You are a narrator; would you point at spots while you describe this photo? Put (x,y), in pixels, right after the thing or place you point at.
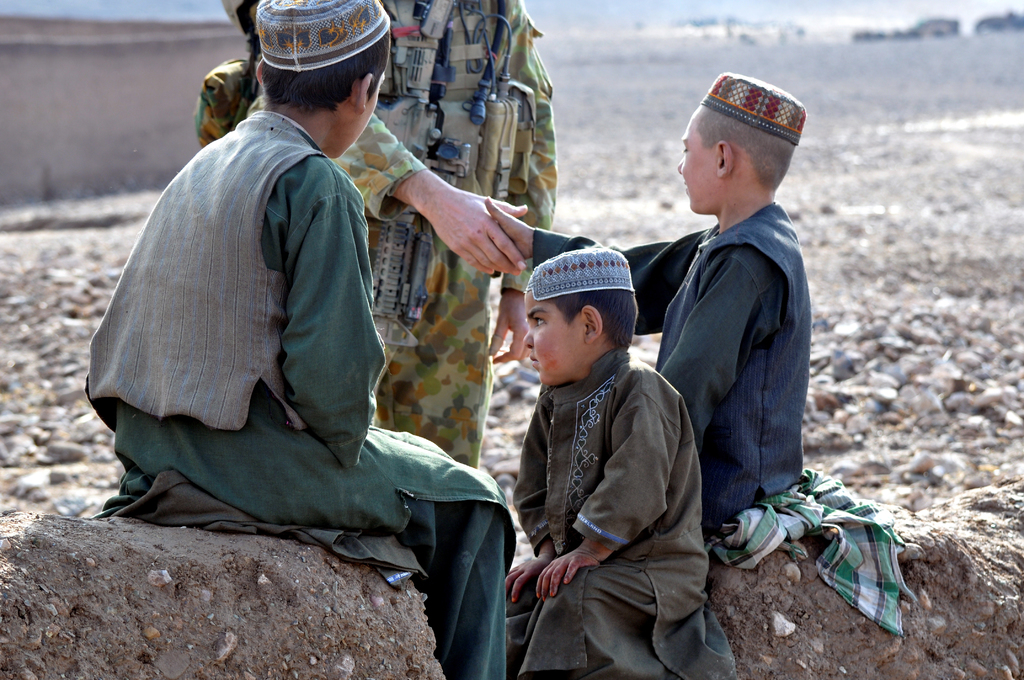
In this image, I can see three boys (351,375) sitting and two people (398,89) standing. I can see two people (488,220) handshaking. The background (73,47) looks blurry. I can see the rocks (881,428) on the ground (45,353).
